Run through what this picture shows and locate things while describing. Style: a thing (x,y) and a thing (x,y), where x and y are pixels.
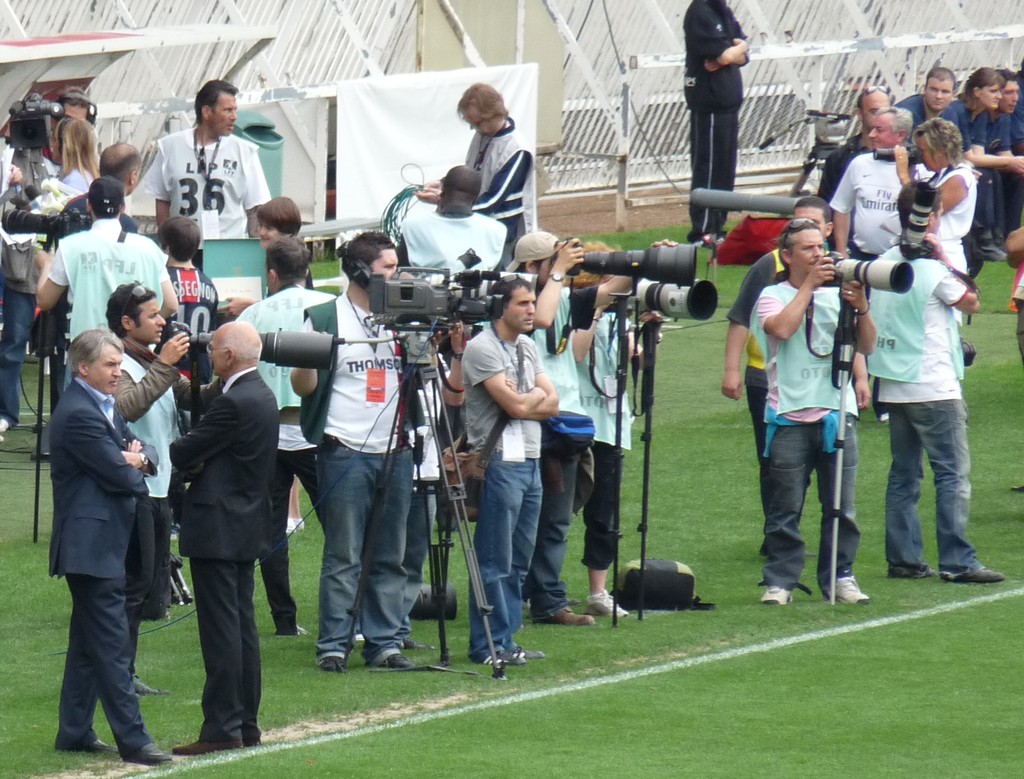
In the given image i can see a people (128,356) holding cameras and in the background (750,268) i can see a fence (800,18), people (718,24) and grass (38,716).
